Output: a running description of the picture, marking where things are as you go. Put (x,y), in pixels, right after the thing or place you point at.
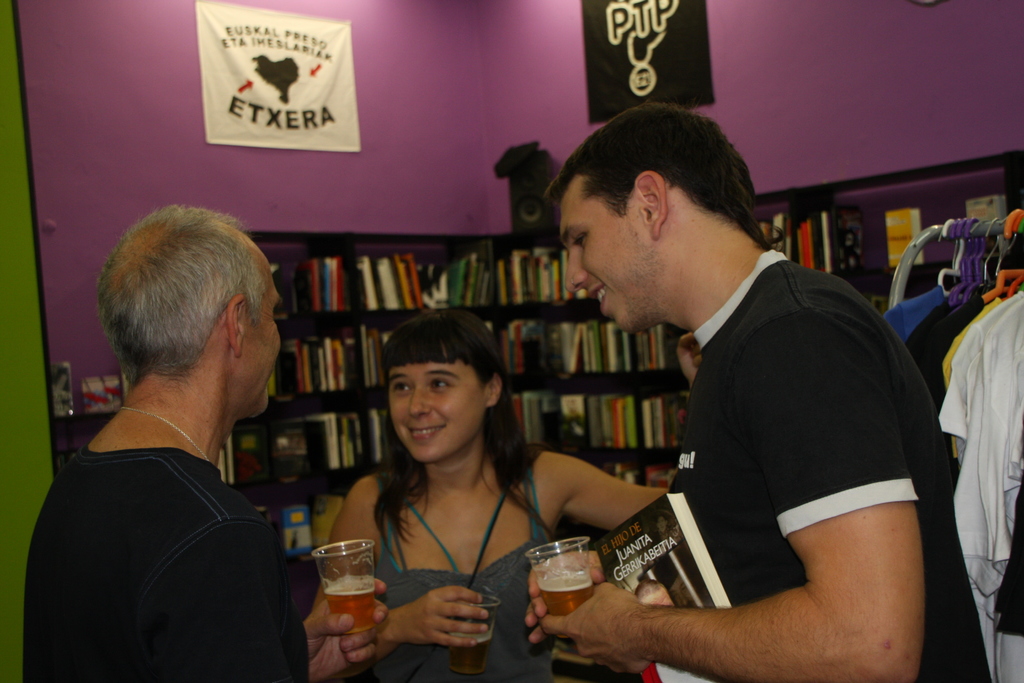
In this picture there are two men (722,491) standing. Both are wearing black color dress (817,483) and holding a glass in their hand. In between them there is a lady (448,626) with blue is standing and holding a glass (483,635). Behind them there are cupboards (368,318) with books (480,290) in it. And to the right side (954,342) there are clothes (967,326) hanging. And on the top (681,82) there are posters (589,77).
